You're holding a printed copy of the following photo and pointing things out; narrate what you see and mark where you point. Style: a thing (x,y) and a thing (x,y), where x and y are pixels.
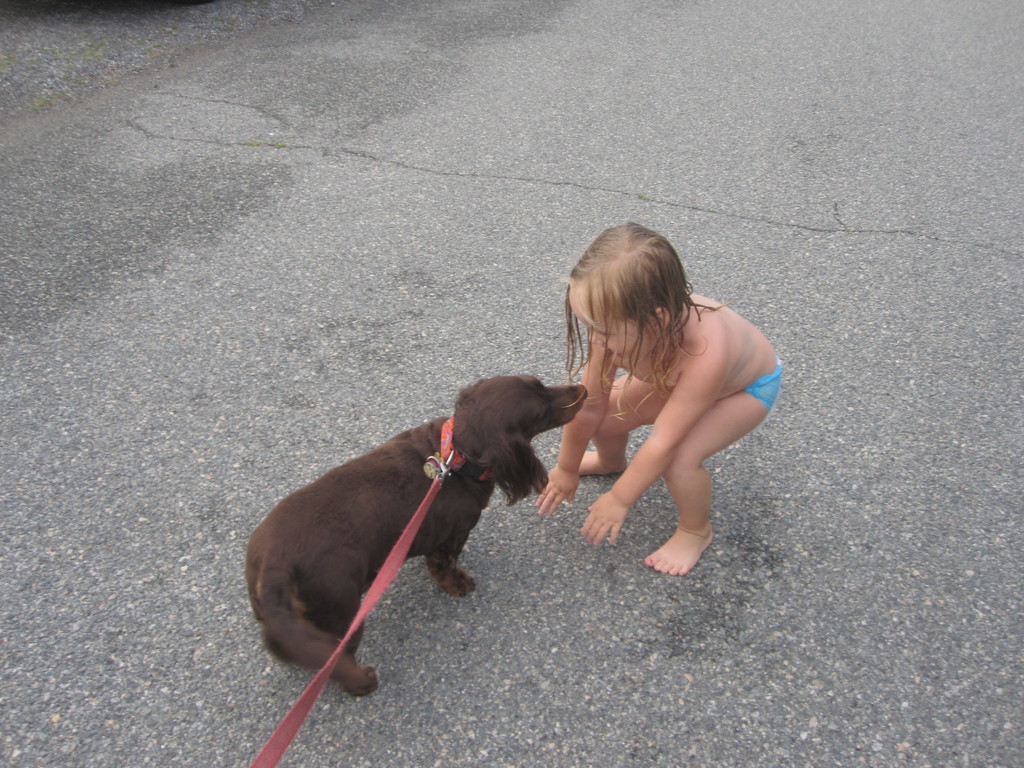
In this image I can see a child (555,472) and a dog (314,499).
